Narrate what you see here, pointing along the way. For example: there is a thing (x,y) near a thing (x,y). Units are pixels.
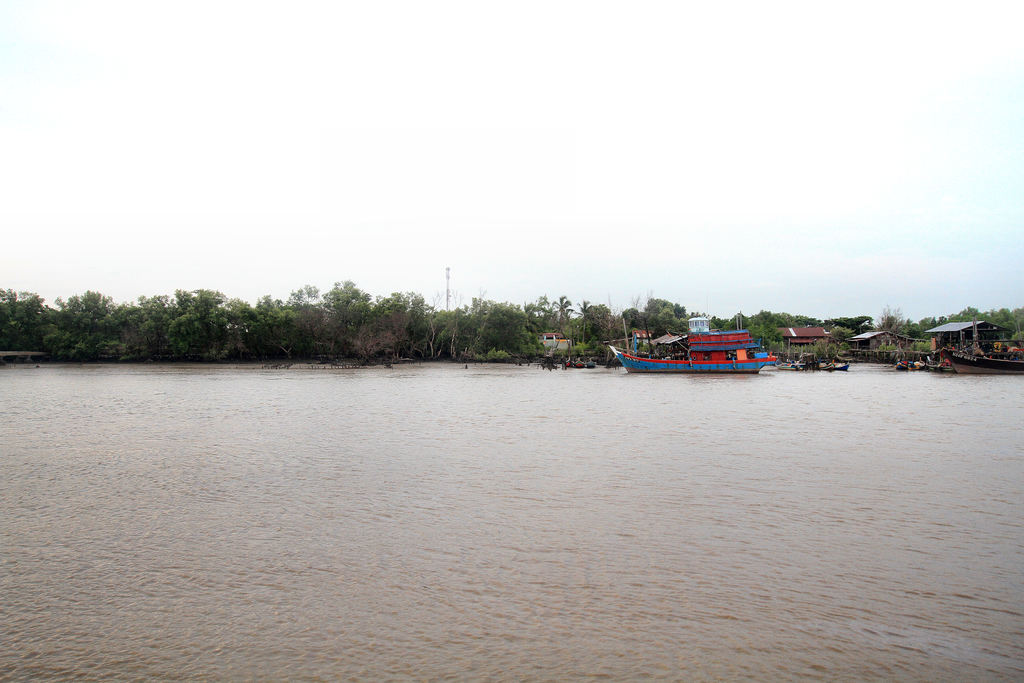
In the center of the image (588,424) we can see boat (719,343) placed in water (632,395), a group of buildings (797,336) and trees (522,337). In the background (451,302), we can see a pole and the sky (234,151).
